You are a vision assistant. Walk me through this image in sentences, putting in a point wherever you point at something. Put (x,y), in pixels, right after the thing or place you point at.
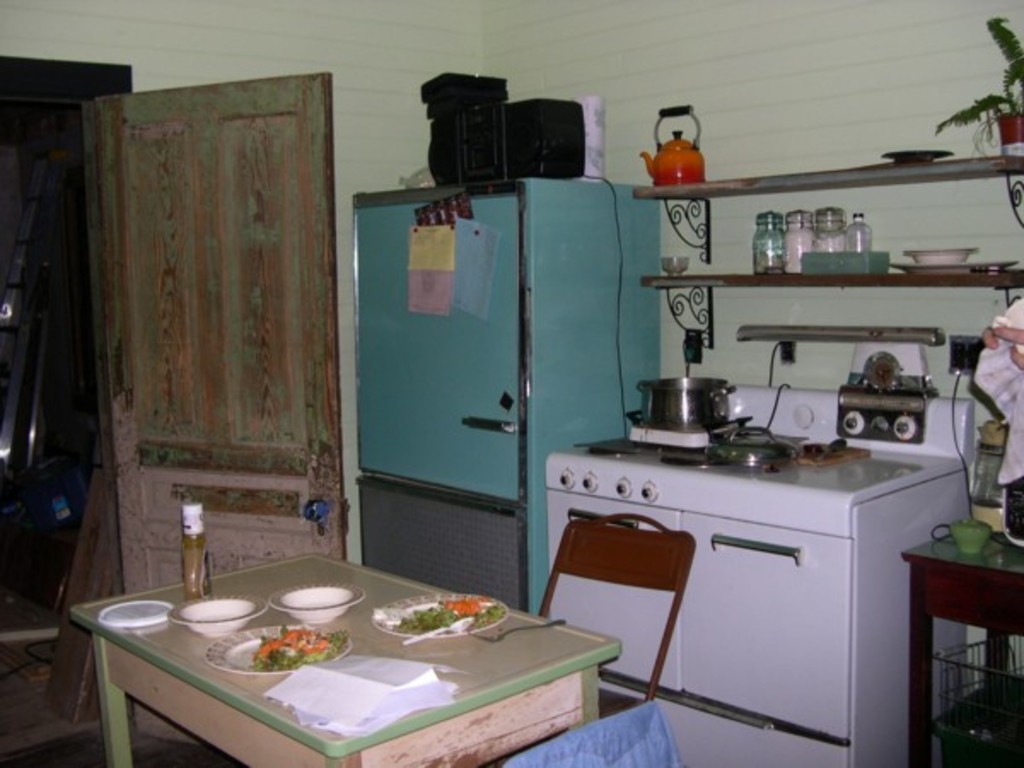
In this image I can see few plates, bowls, a bottle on the table (500,662) and the food (289,641) is in orange and green color, background (708,599) I can see a chair (675,571) in brown color, a stove (647,456), refrigerator (460,373) in green color, few bottles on the rack (720,283), a door (196,209) in brown color and the wall (727,64) is in cream color.
